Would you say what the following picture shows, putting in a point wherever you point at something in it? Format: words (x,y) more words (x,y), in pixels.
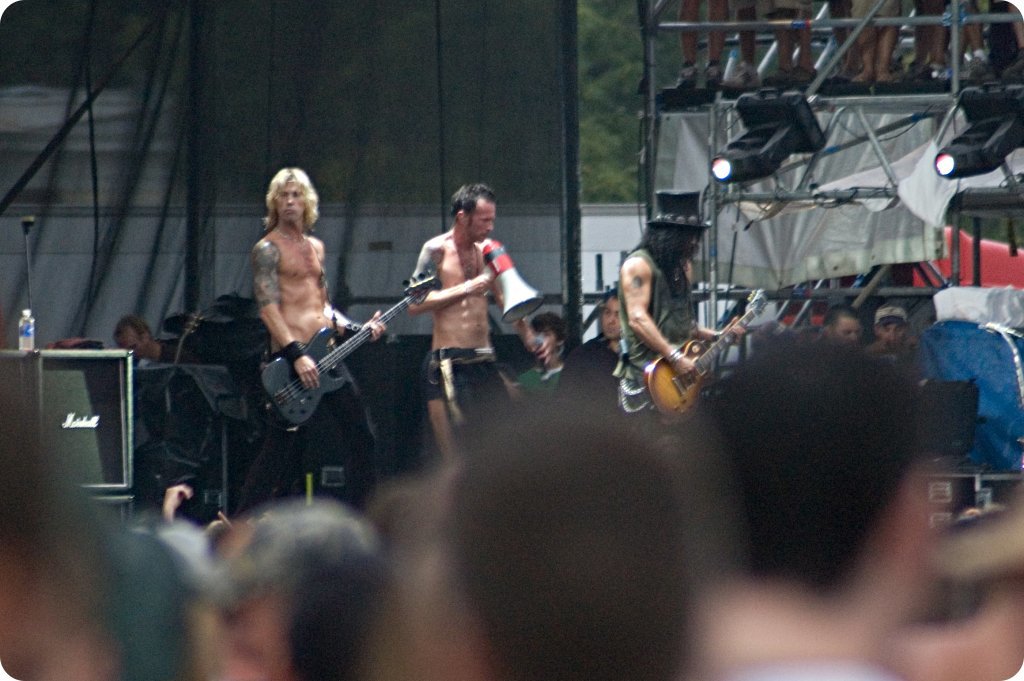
In the center (658,273) we can see three persons (341,332) were standing and two of them holding guitars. In the bottom (675,494) we can see group of persons (598,598) were standing they were audience (487,592). In the background (505,113) there is tent (876,182), tree (609,157), lights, table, bottle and few musical instruments (64,359).
